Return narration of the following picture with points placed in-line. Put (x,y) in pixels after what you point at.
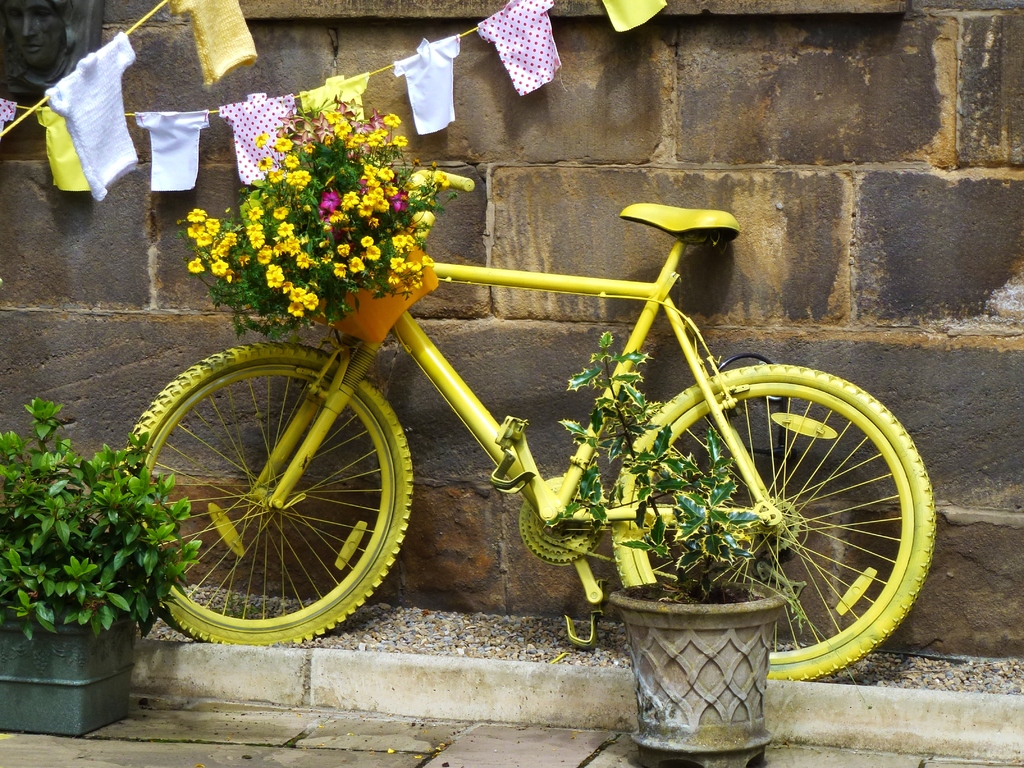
In this image there is a yellow color bicycle (294,358) with a basket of flowers (214,235) in it, and there are plants (54,583), clothes (122,161) on the ropes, wall (507,142).
